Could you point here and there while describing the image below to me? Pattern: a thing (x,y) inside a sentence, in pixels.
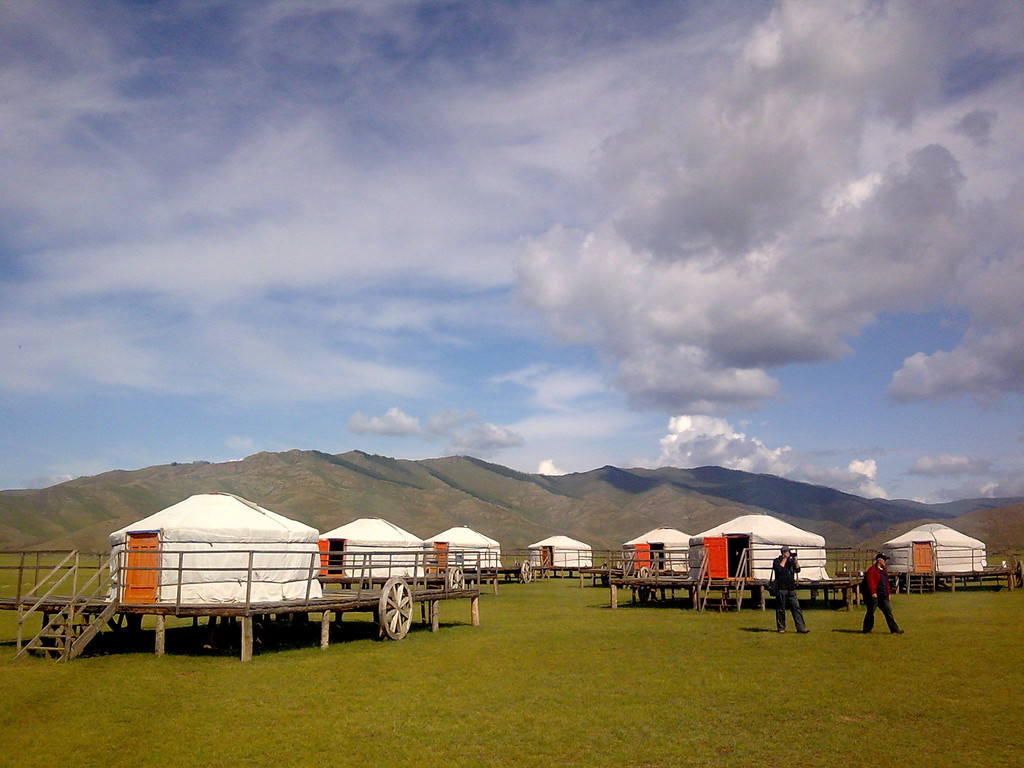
In this picture we can see few houses (849,588) and two persons (780,607), they are walking on the grass (762,649), in the background (289,469) we can see hills (286,483) and clouds (586,331).
